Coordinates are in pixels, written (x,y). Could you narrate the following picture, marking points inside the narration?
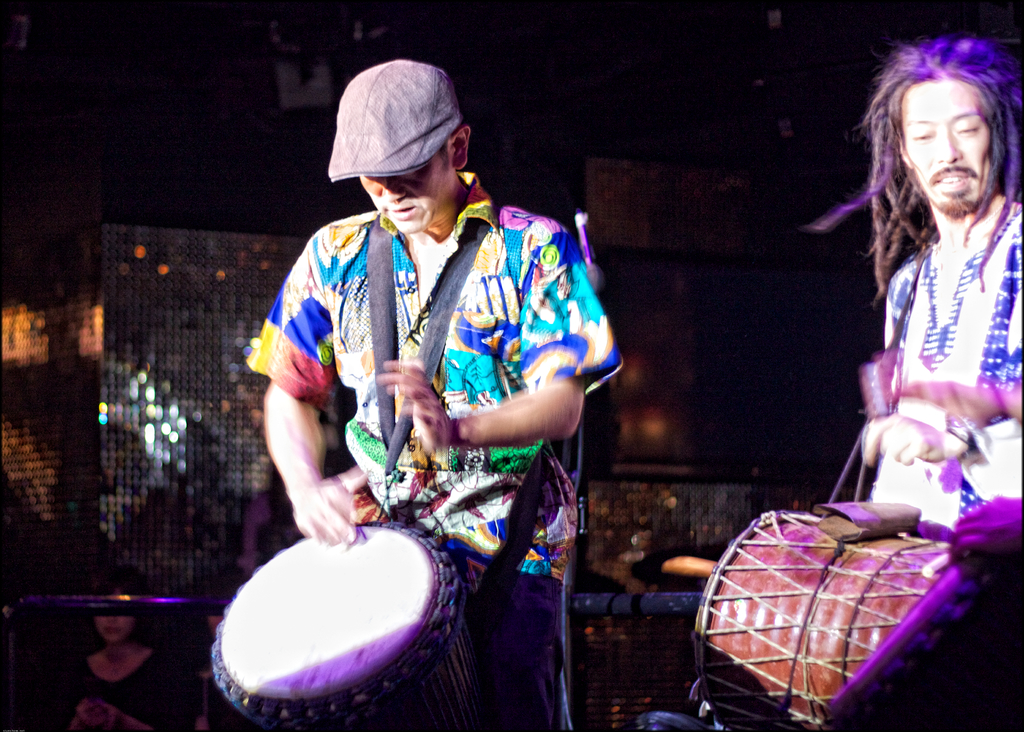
In this image I see 2 men (334,253) who are holding the drums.
